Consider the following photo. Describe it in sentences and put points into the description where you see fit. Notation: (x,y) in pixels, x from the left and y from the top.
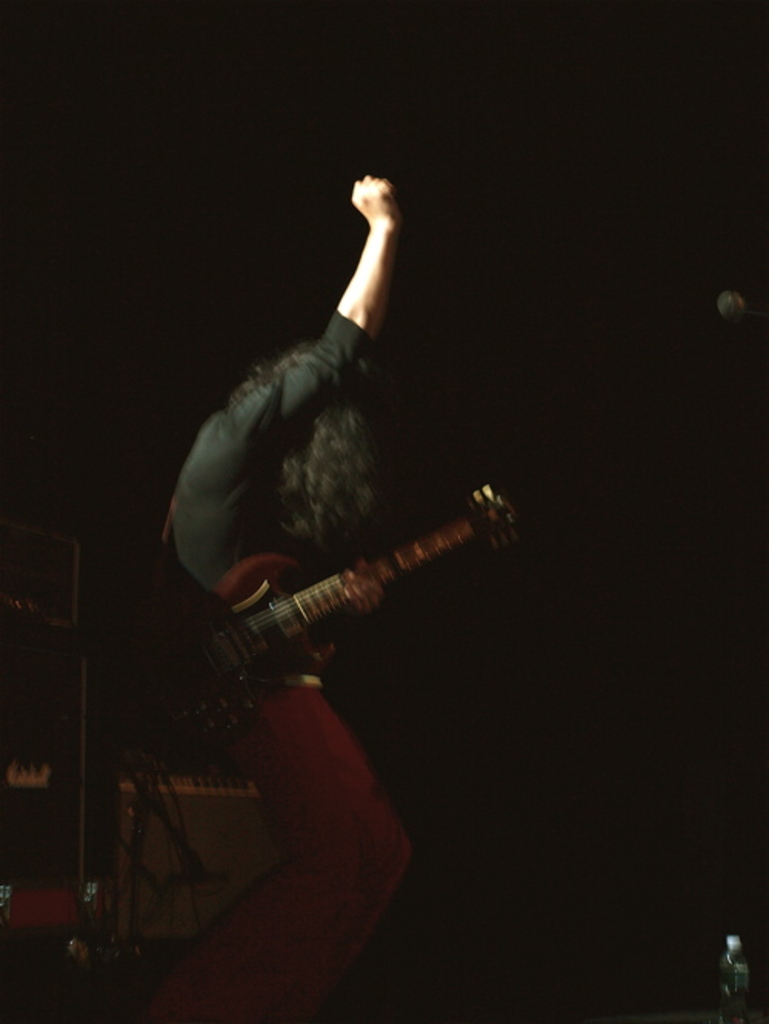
In this picture a person (249,523) is holding a guitar (205,629) in hands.
